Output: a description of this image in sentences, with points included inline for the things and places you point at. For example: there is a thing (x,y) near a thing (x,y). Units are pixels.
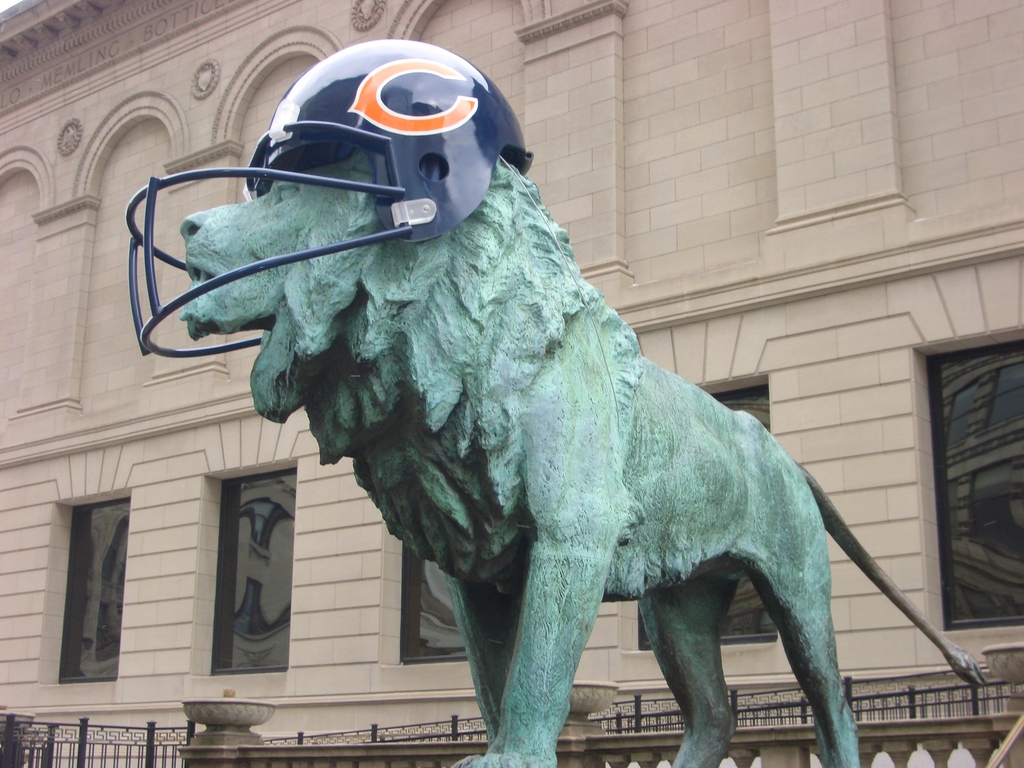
In this picture there is a building (699,238) and there is a railing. In the foreground (522,719) there is a statue (711,572) of a lion (711,572) and there is a helmet (530,164) on the lion (800,594).
